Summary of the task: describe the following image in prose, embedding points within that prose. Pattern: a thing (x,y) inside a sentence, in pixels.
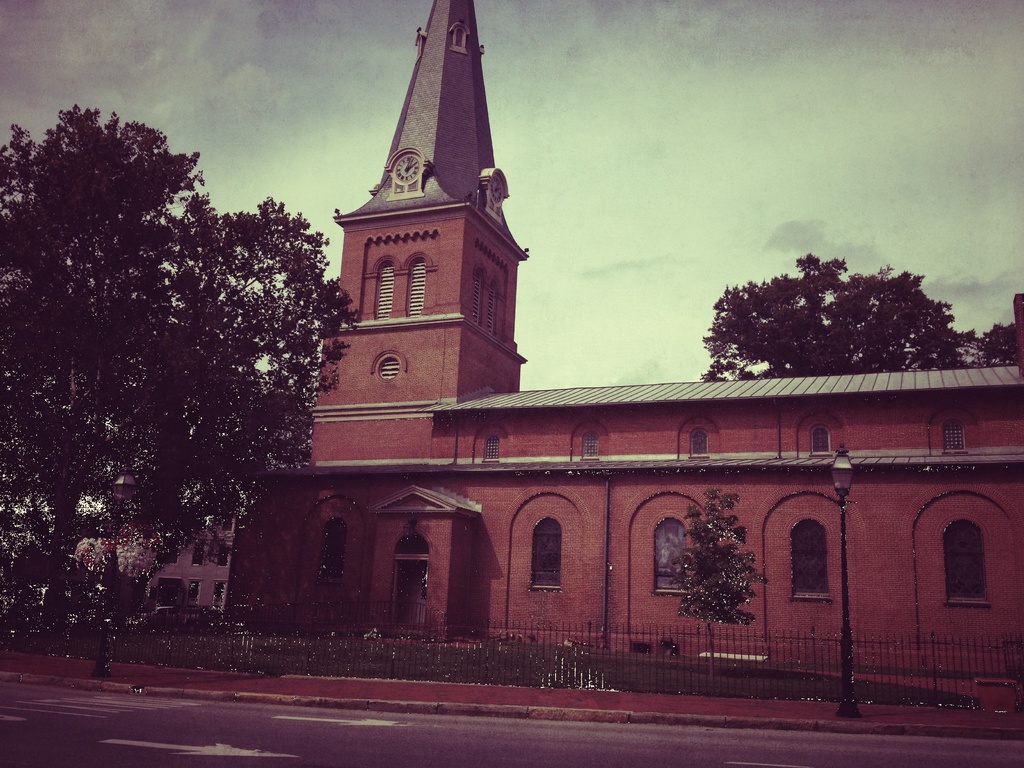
In this image we can see a building (478,562), on the building (273,492), we can see a clock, there are some windows (545,542), poles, lights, trees (170,554), grass (545,674) and fence (549,654), in the background (559,16), we can see the sky (589,143) with clouds (726,59).
